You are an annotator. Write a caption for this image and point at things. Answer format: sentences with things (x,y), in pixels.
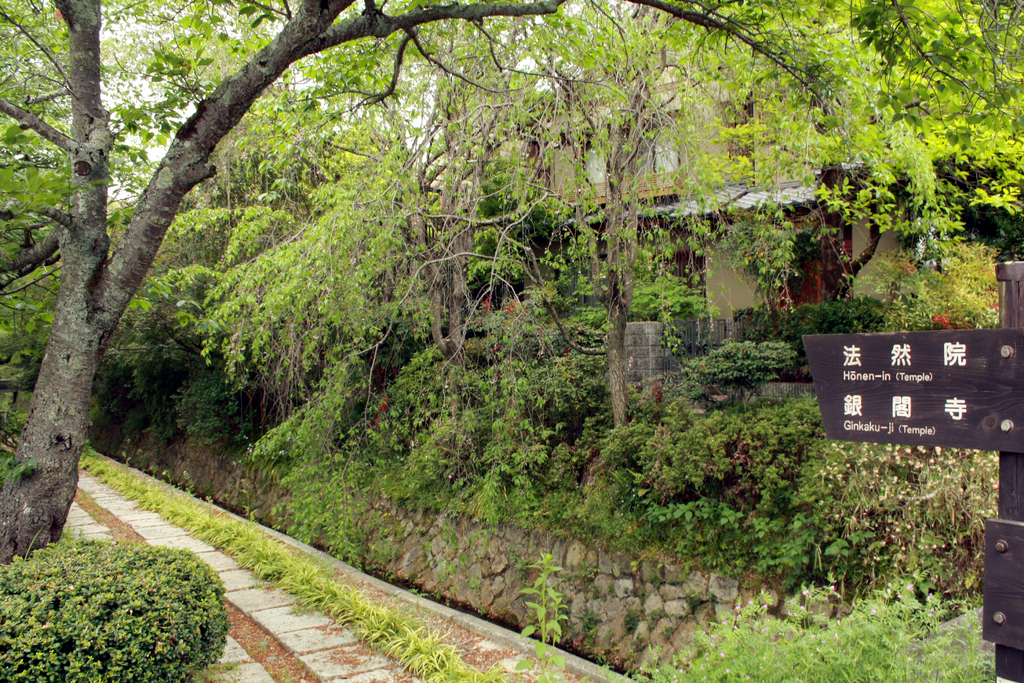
In this picture we can see a building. There are few trees (202,274) and a signboard (967,445) on the right side (971,349). We can see a wall (635,328). There is a path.
